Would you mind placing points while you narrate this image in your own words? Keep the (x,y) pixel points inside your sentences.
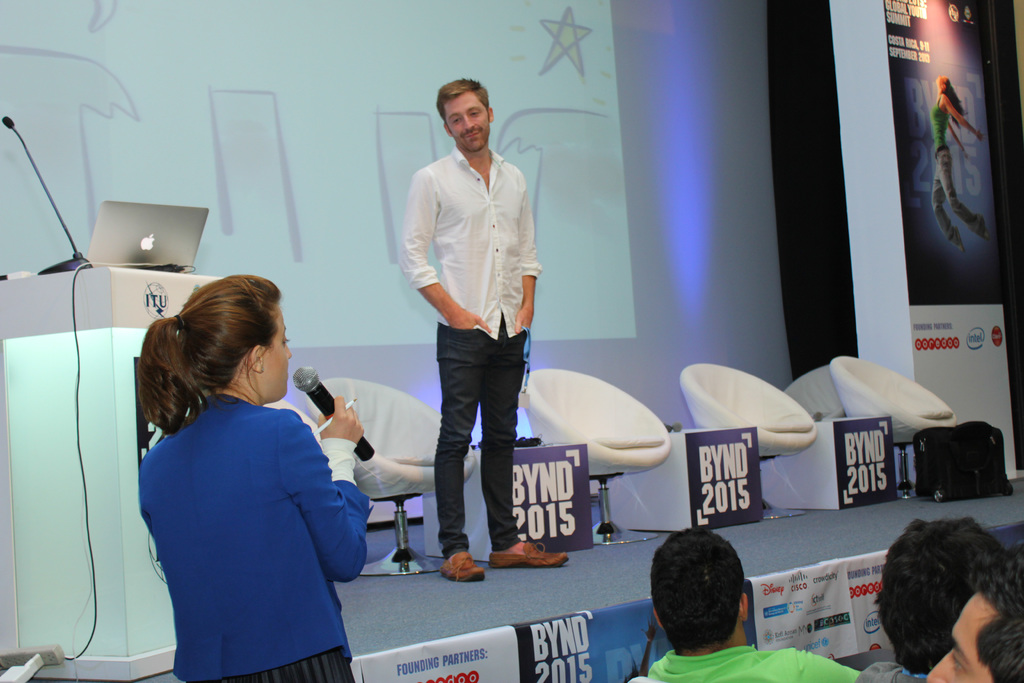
The person (503,295) standing in the middle of this image (490,280) is wearing a white color shirt (486,236) and there are some chairs (388,463) present behind to this person (506,357). There is one women (220,506) standing on the left side (267,524) is wearing a blue color jacket (280,521) and holding a Mic (327,415). There is a laptop (102,243) and a Mic (67,265) is kept on a table (109,318) on the left side of this image (57,356). There is a wall (178,197) in the background (383,210). There are some persons (741,589) present at the bottom of this image (718,616). There is a poster (934,157) on the right side of this image (982,224).
